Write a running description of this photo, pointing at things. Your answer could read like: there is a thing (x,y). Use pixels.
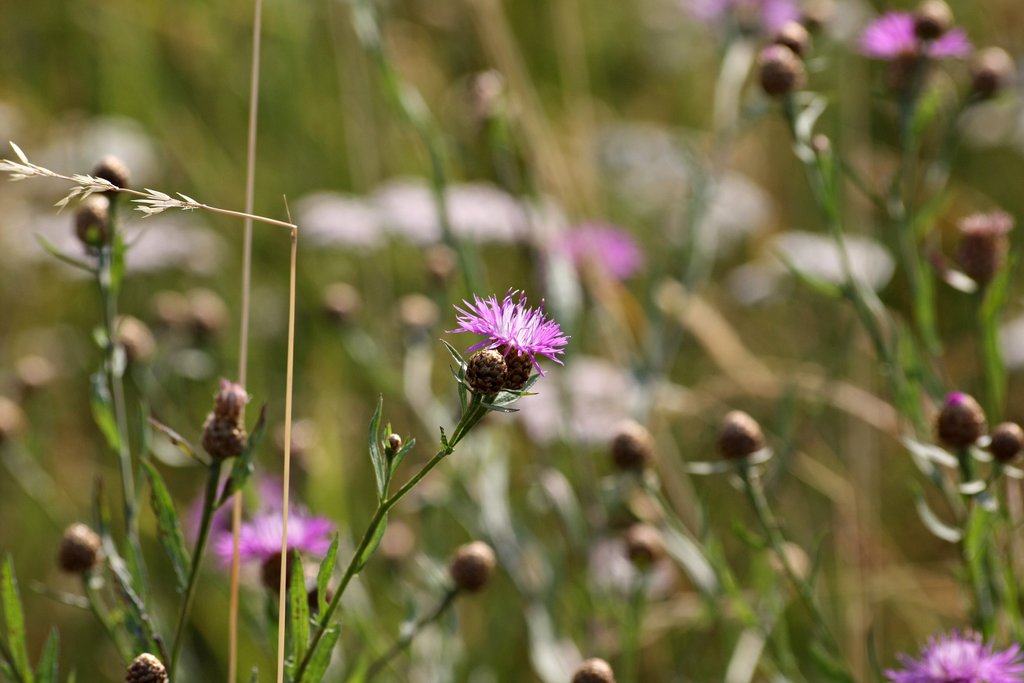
In the image there are flower plants (564,672).
